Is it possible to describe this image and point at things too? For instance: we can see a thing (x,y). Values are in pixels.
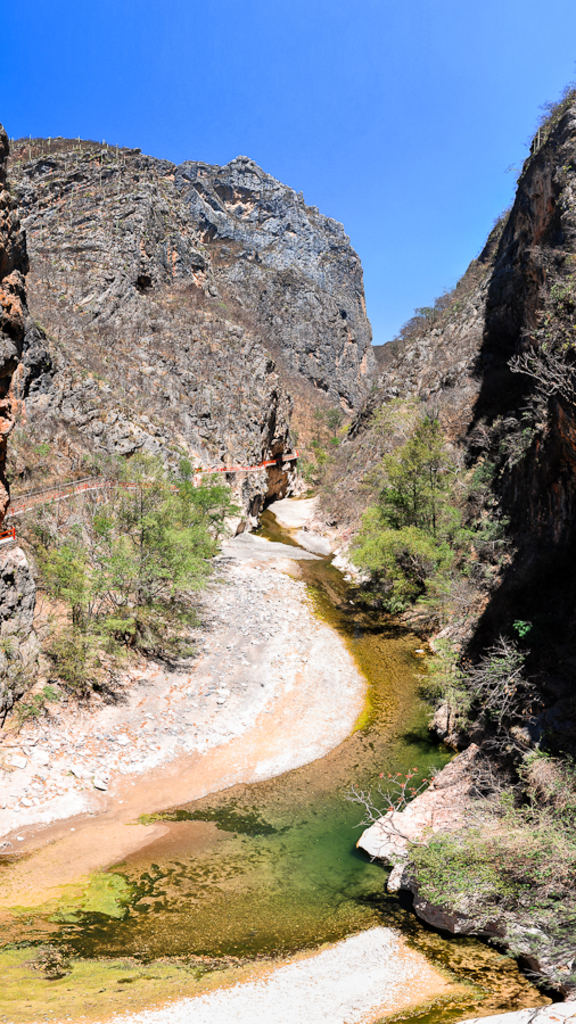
In this image there is the sky (290,93) towards the top of the image (290,103), there are rocky mountains (356,304), there are plants (85,591), there is green algae (186,967) on the ground (295,595).
